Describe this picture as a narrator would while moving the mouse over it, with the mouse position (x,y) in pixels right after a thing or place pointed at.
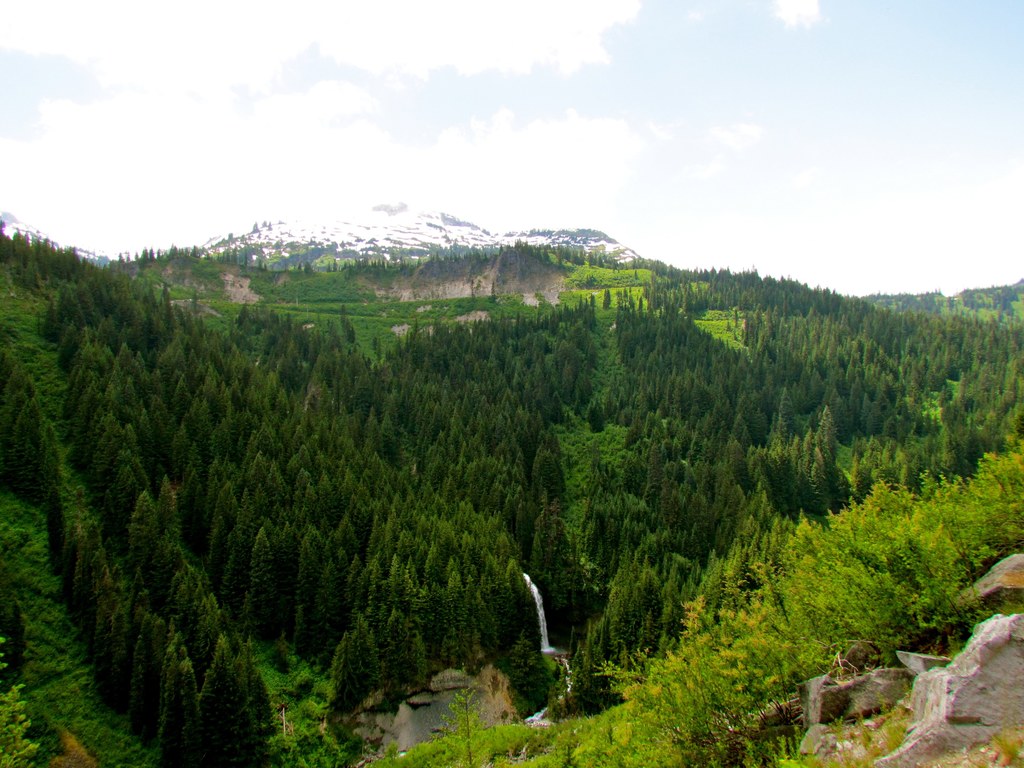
In this image I can see few mountains (334,482), few trees (394,419) on the mountains (511,412) and the waterfall (539,611). In the background (422,246) I can see few mountains (389,235) and the sky (405,169).
